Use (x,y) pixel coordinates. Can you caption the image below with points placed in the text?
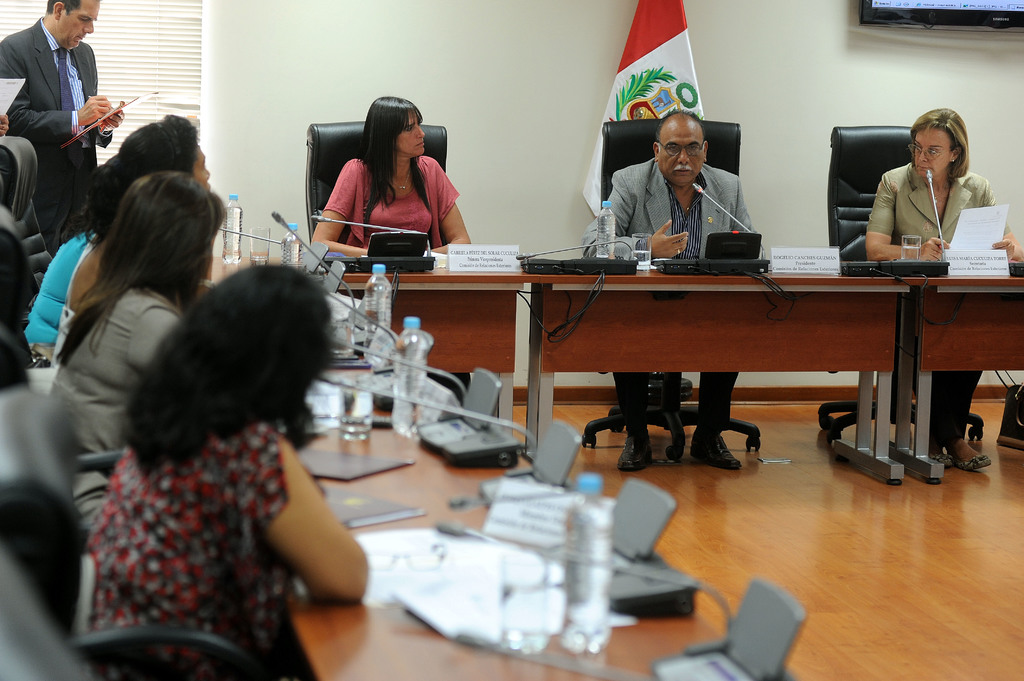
In this picture I can see few people (652,179) sitting in the chairs (51,659) and I can few microphones (484,427), Water bottles (419,348), glasses (650,257) and papers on the tables (660,289) and I can see a flag (689,79) in the back (673,74) and a television (977,20) at the top right corner of the picture (1004,14) and I can see a man (57,64) standing at the top left corner (45,78) holding a book (124,110) in his hand (80,112).
